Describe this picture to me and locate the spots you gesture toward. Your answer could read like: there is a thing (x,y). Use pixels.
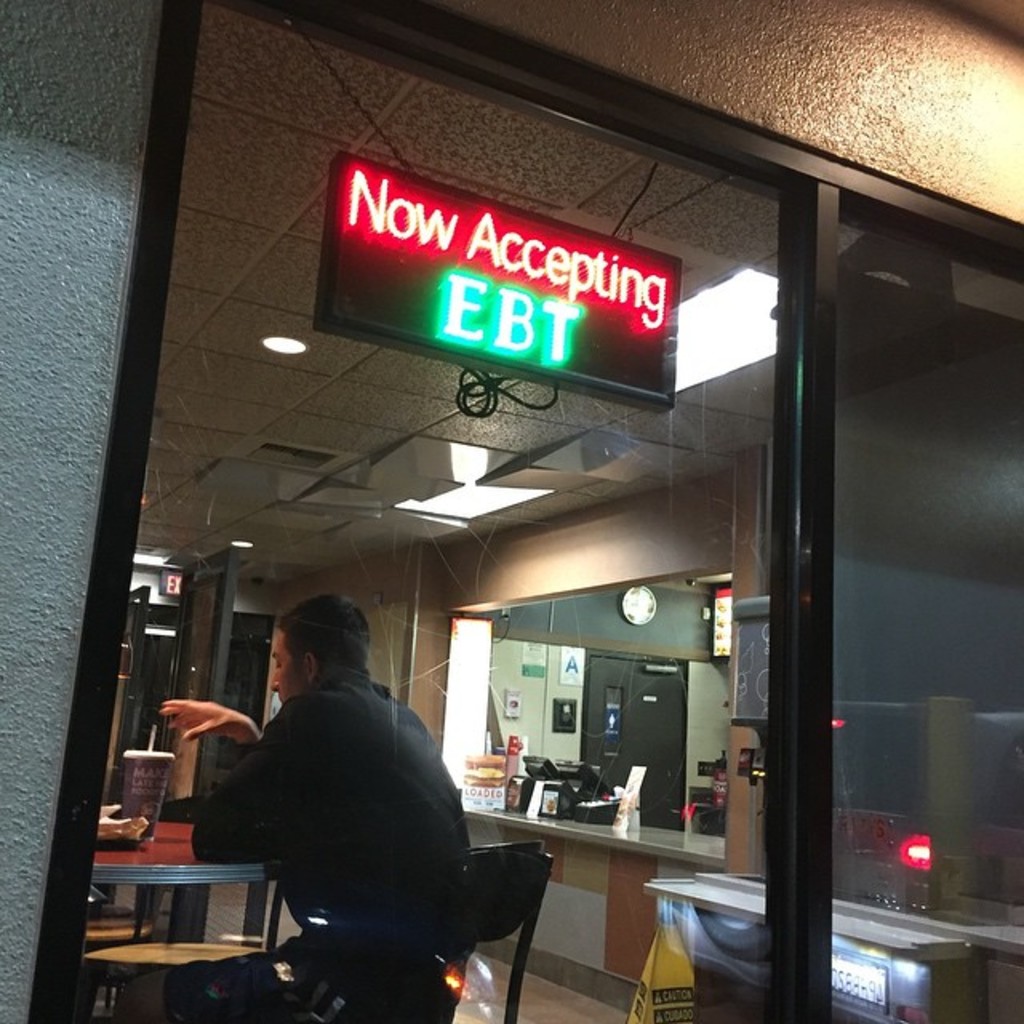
This image is clicked from behind the glass (936,656). On the other side of the glass (335,588) there is a room (525,697). There is a man (393,839) sitting on the chair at the table (168,857). There is a glass (154,796) on the table (156,867). Behind him there are boxes (493,781) and a machine (573,791) on the table (630,839). In the background (221,591) there are doors (624,700) in the image. There are lights (718,366) to the ceiling (537,424). Behind the glass (450,471) there is a board (516,271) with text (507,306). There is a clock (627,597) in the image.
